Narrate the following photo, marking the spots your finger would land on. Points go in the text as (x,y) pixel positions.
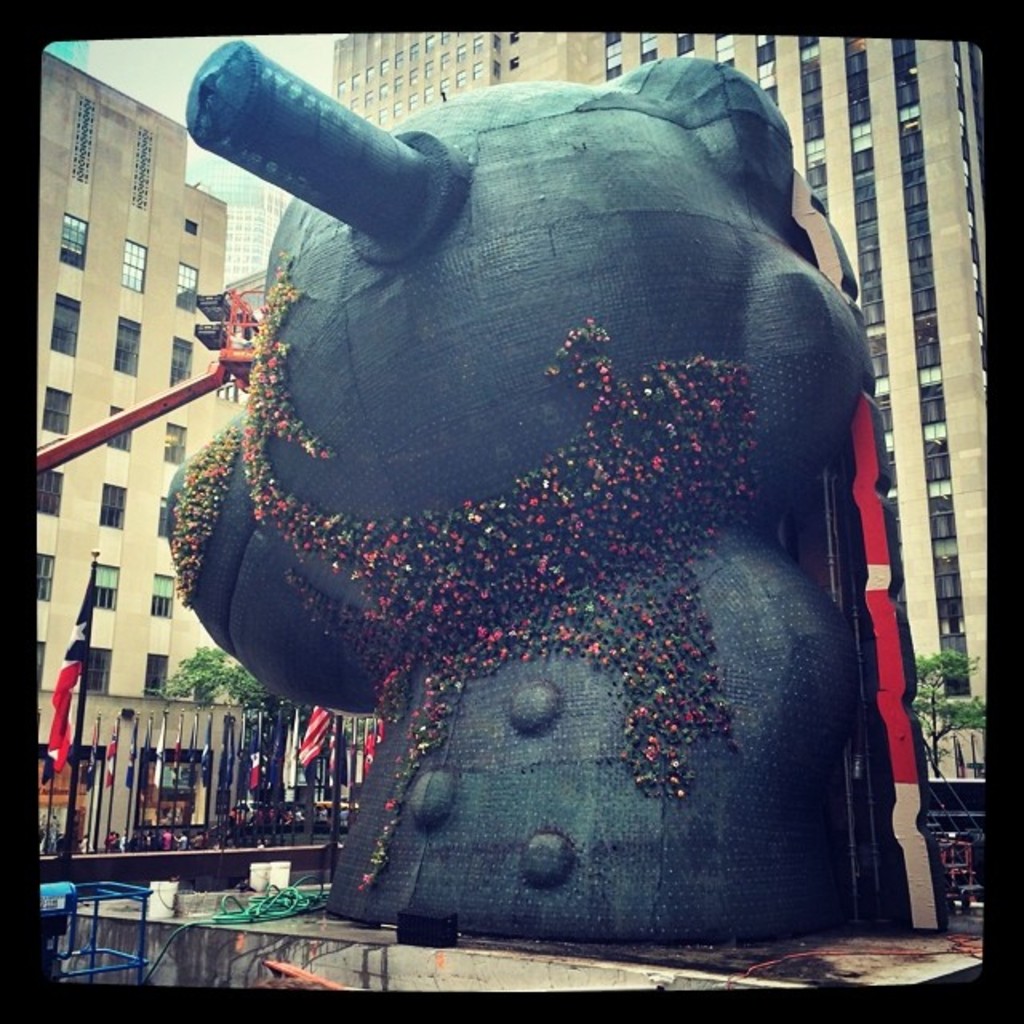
In the image we can see the sculpture (442,288), cement in color. On the sculpture (557,524), we can see the flowers (429,558). There are even buildings (209,247) and windows (127,350) of the buildings (96,393). Here we can see the flags (114,749), trees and the sky (117,56).
